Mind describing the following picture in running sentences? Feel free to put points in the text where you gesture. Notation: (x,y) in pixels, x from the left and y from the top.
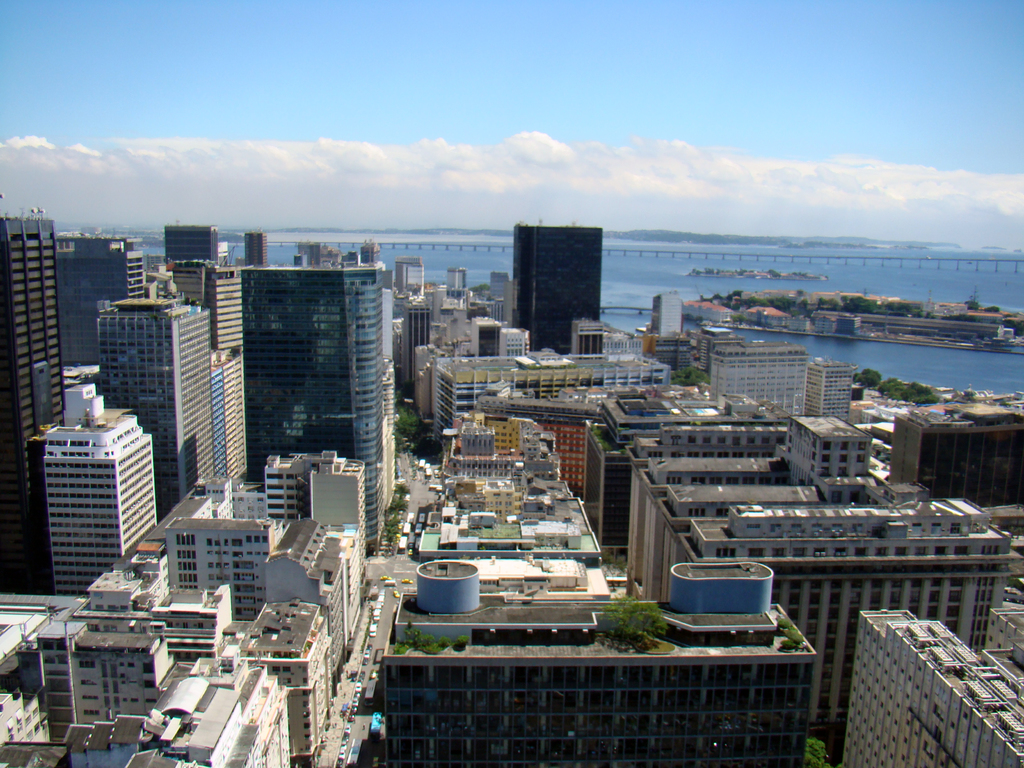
This image consists of so many buildings (488,528) in the middle (469,422). There is water (627,330) in the middle (474,261). There is sky (984,165) at the top (317,213). There are trees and vehicles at the bottom (391,542).
